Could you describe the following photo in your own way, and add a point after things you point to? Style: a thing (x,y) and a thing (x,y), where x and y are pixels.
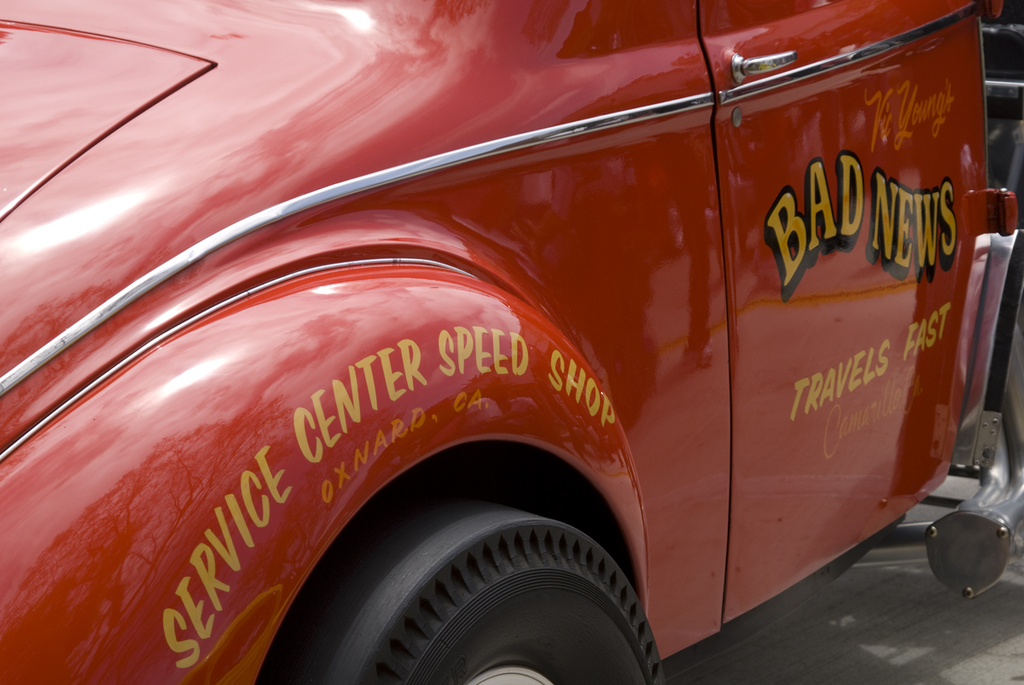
In this picture there is a vehicle (178,516) on the road (946,587) and there is text (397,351) on the vehicle (674,291) and there is a reflection (222,9) of tree (95,529) and sky (392,317) and other objects (680,253) on the vehicle (620,318) and there is a handle (784,60) on the door (736,180). At the bottom (478,560) there is a black wheel (583,567).
